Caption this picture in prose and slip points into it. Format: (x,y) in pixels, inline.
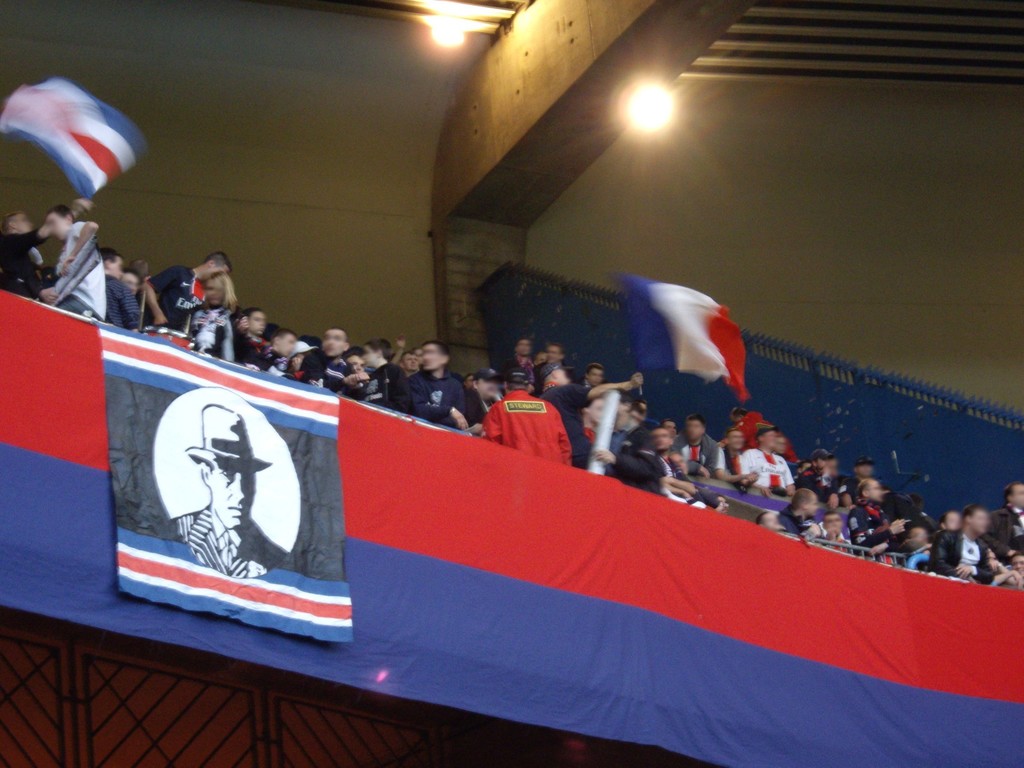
In this image I can see there are the group of people (1000,529) visible in front of them I can see a red color fence (473,594) and on the fence (375,507) I can see a flag (277,396), on the flag (311,445) I can see a image of person (234,560) at the top (350,71) I can see the wall (895,180) and light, in the middle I can see person (74,221) holding flags (741,371).
